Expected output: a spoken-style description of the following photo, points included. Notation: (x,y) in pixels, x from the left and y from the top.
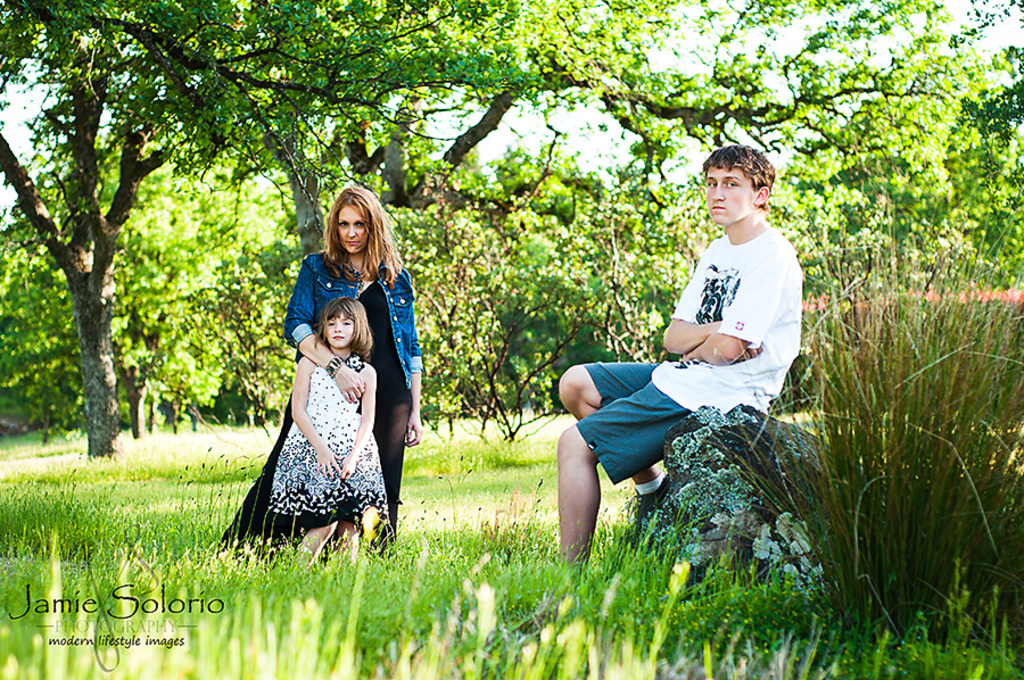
In this image I can see the group of people (414,408) with different color dresses (390,415). To the side of these people (335,425) I can see the grass (418,591). In the background (20,357) I can see many trees (408,174) and the sky (20,105).
